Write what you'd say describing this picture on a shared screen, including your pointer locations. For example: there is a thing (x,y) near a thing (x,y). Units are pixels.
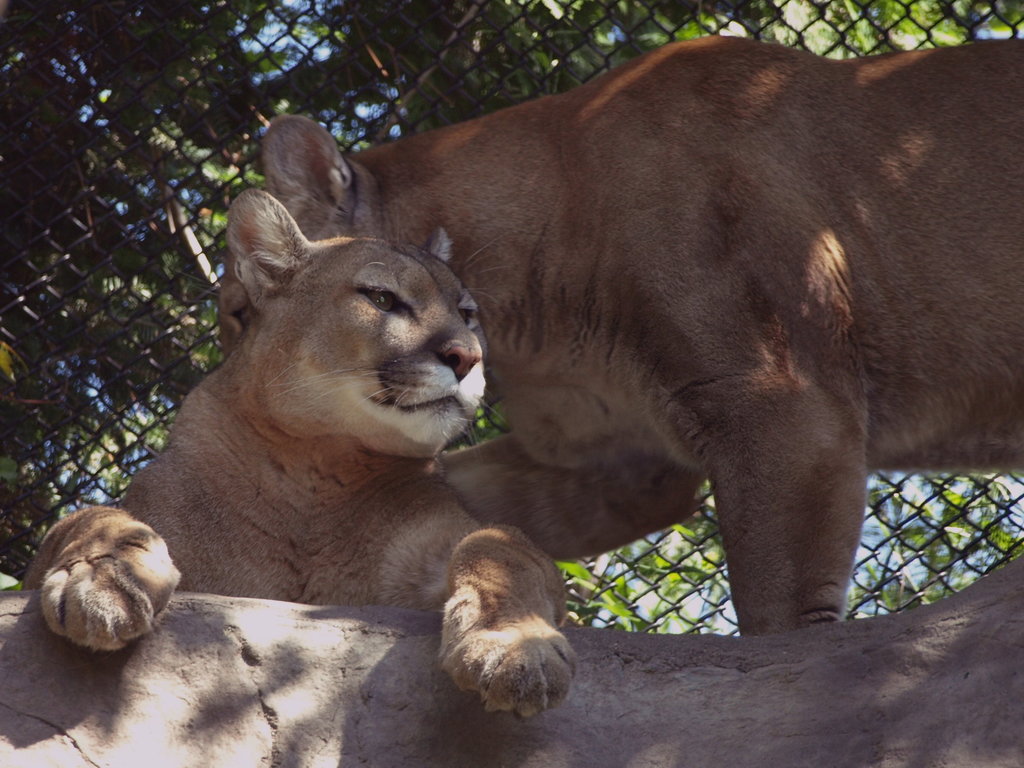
In this picture there are two cougars (413,511) on the stone (337,716), behind them I can see the fencing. In the background (38,308) I can see the trees (478,48), plants (950,492) and sky (266,43).
